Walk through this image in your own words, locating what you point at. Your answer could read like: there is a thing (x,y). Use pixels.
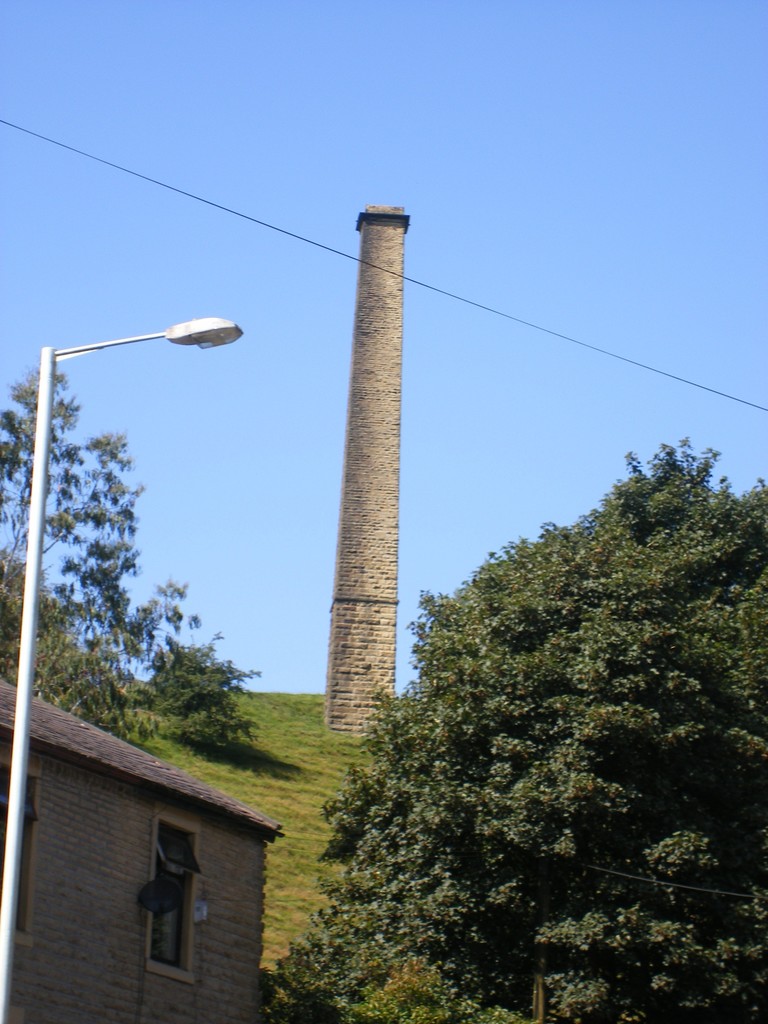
In this image we can see a tower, trees (489,844), shed (215,900), antenna (170,907), street pole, street light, cable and sky (558,492).
